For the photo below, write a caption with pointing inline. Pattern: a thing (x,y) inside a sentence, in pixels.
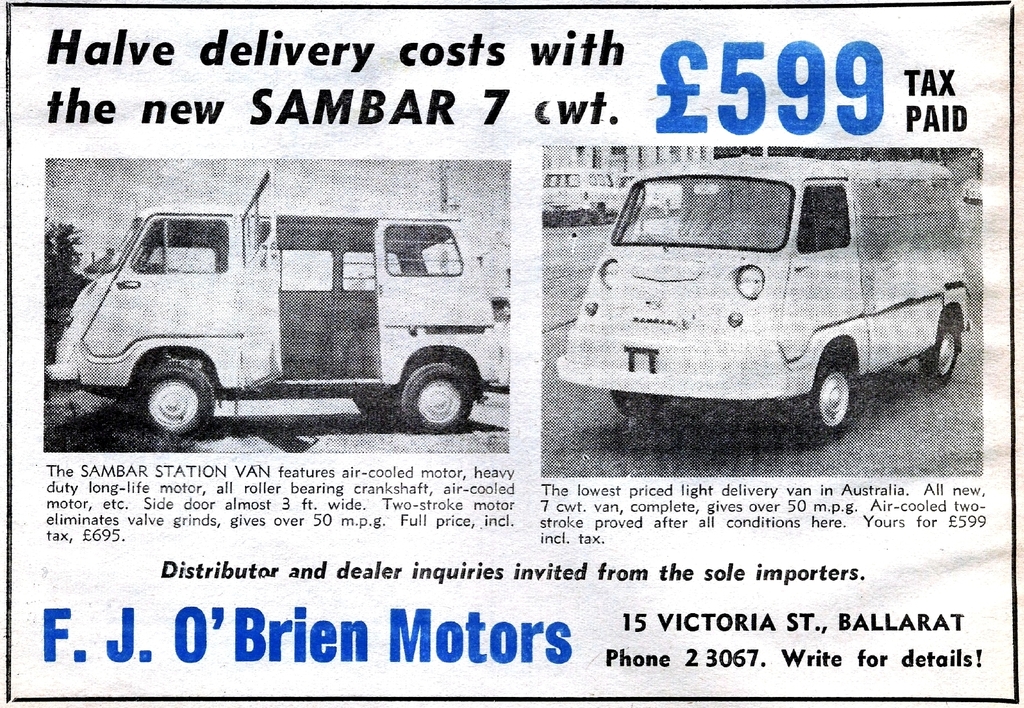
In this image we can see pictures (508,264) of vehicles (713,265) and texts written on the paper (662,424).
